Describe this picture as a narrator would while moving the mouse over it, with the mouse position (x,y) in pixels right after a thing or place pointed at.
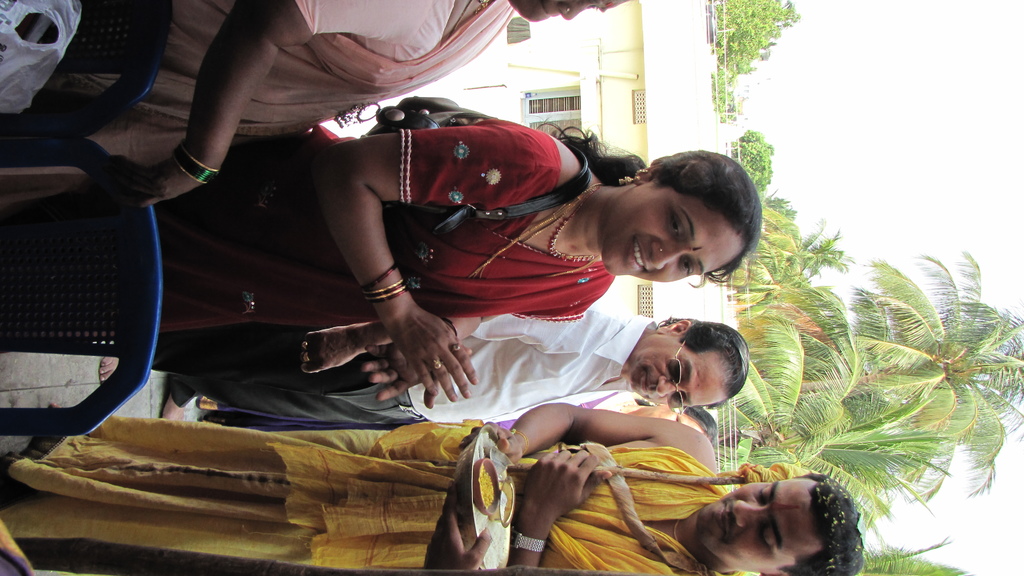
In this picture there are people (283,335) on the left side of the image (241,412) and there are buildings (707,293) and trees (808,264) in the background area of the image (836,349).
